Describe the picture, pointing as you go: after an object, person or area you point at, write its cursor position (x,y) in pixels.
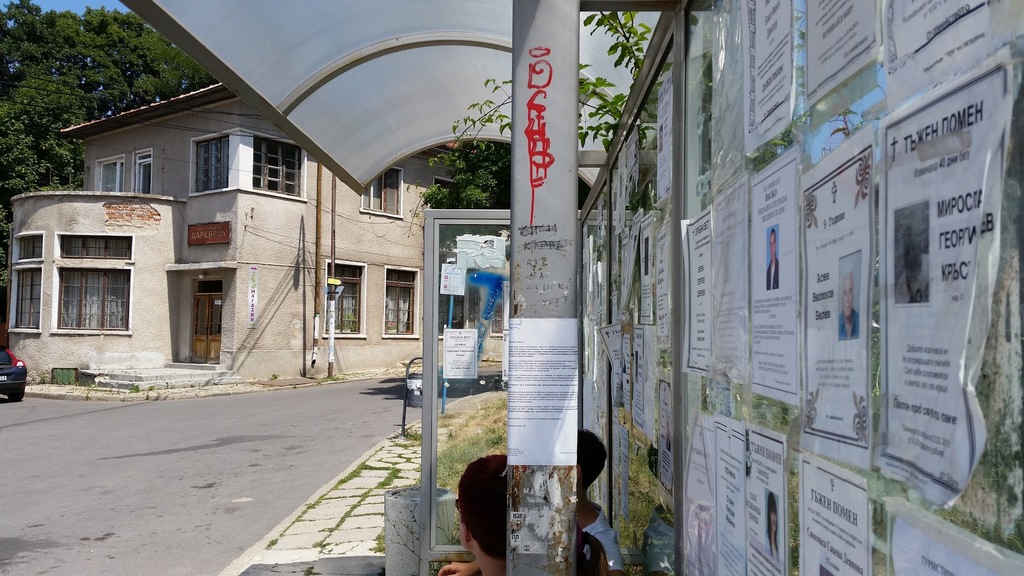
In this picture we can observe a building (217,231). There is a pole (538,215) and we can observe some papers (827,199) stuck to the glass wall (735,326) on the right side (694,231). There are children (586,512) sitting here. We can observe a road (172,464). In the background (144,89) there are trees (68,68).
